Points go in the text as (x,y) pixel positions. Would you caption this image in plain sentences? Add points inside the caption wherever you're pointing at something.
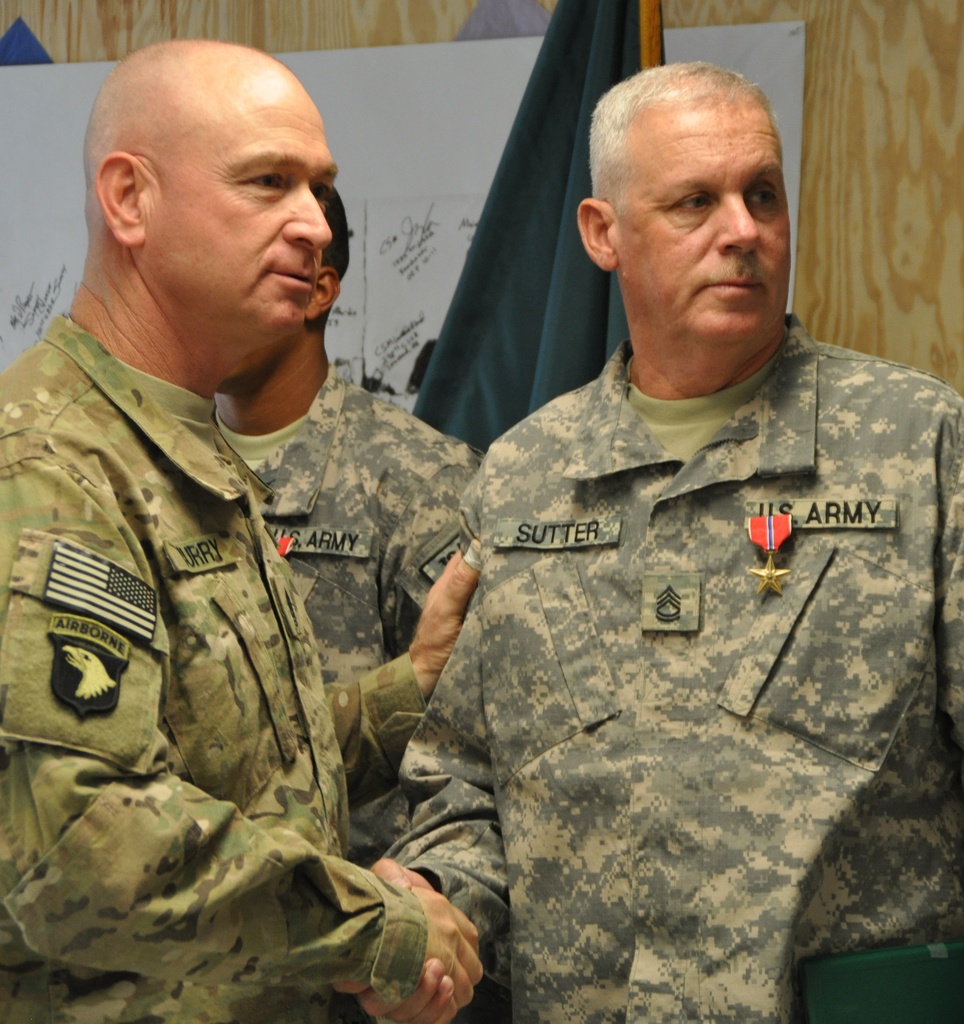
There are three men (372,708) standing. This looks like a flag (568,132) hanging to the pole (651,21). In the background (410,90), I think these are the posters (426,50), which are attached to the wall (926,190).
